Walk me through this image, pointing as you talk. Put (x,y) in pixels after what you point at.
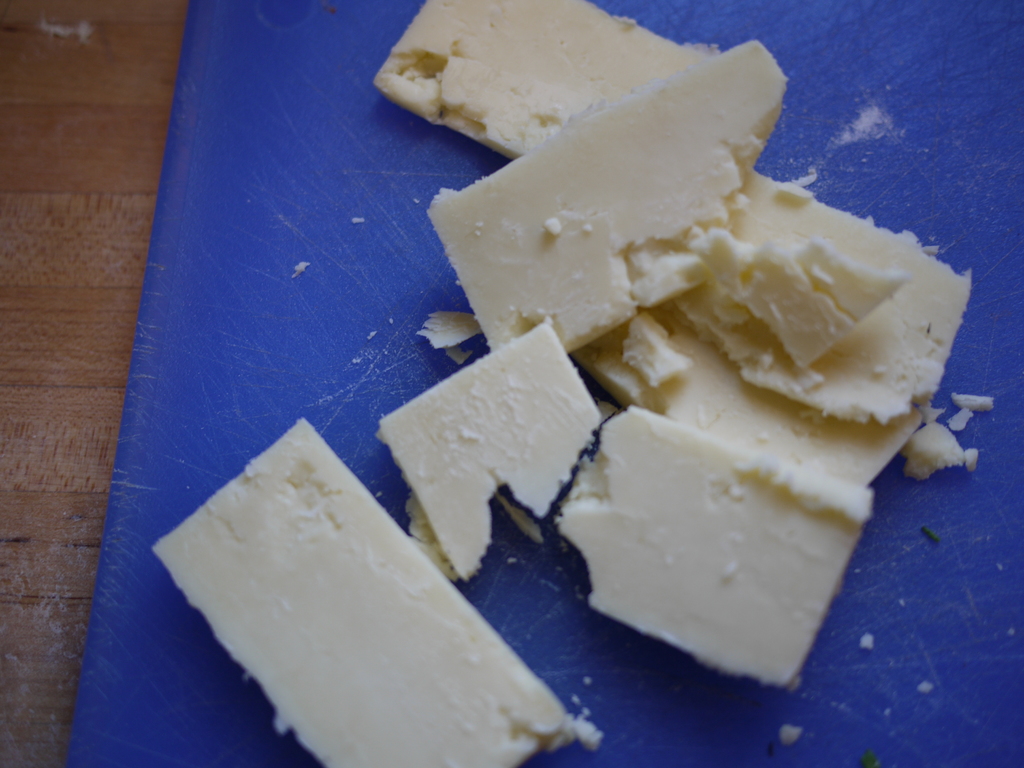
In this picture we can see some food items (285,539) on the blue object (476,336). This blue object (369,326) is visible on a wooden surface (95,131).
